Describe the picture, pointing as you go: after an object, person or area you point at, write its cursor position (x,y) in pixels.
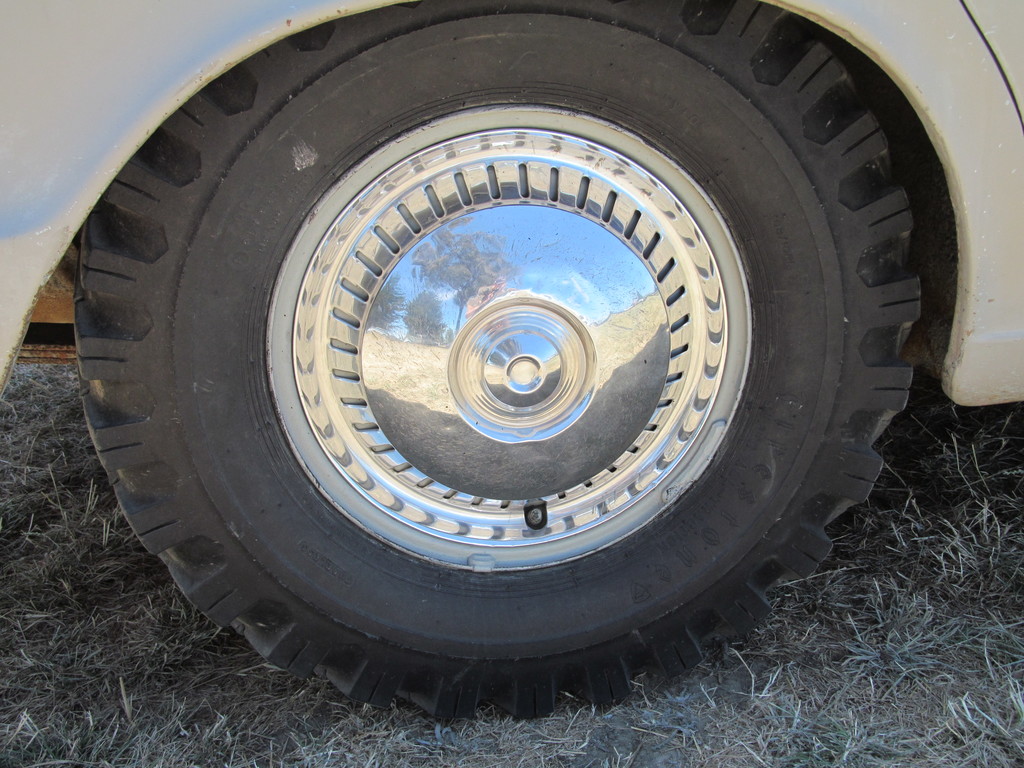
In this image I can see a wheel (432,351) of a vehicle (536,315). There is a tyre (698,118) and a centre cap (544,331).
